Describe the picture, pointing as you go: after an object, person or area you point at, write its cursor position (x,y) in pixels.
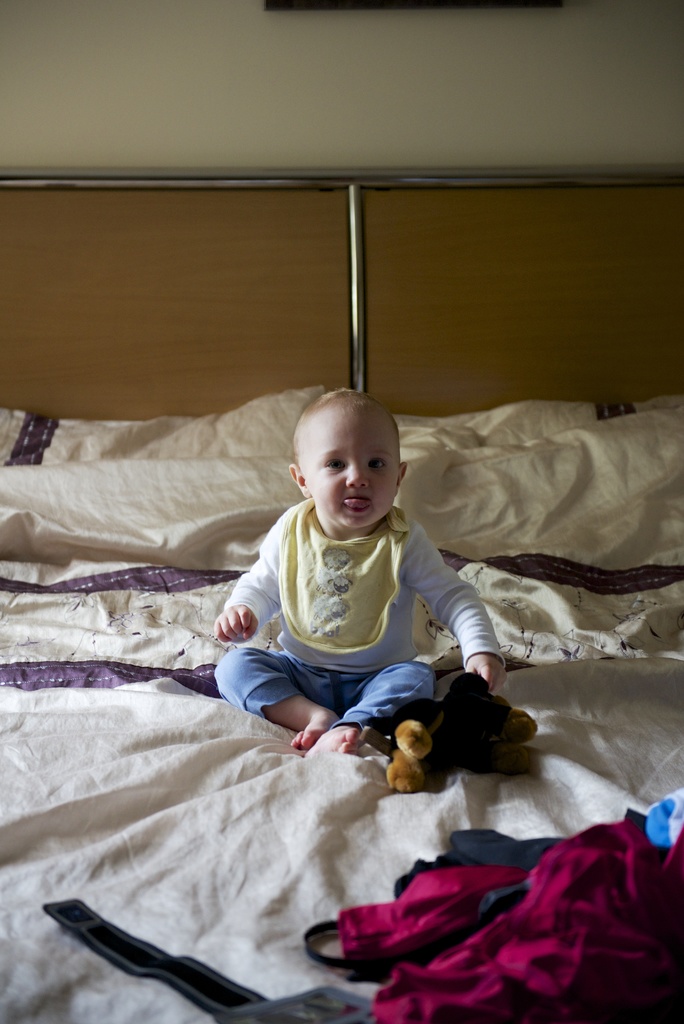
In this image I can see a baby (245,625) is sitting on a bed (524,459). I can also see few clothes (489,832).
